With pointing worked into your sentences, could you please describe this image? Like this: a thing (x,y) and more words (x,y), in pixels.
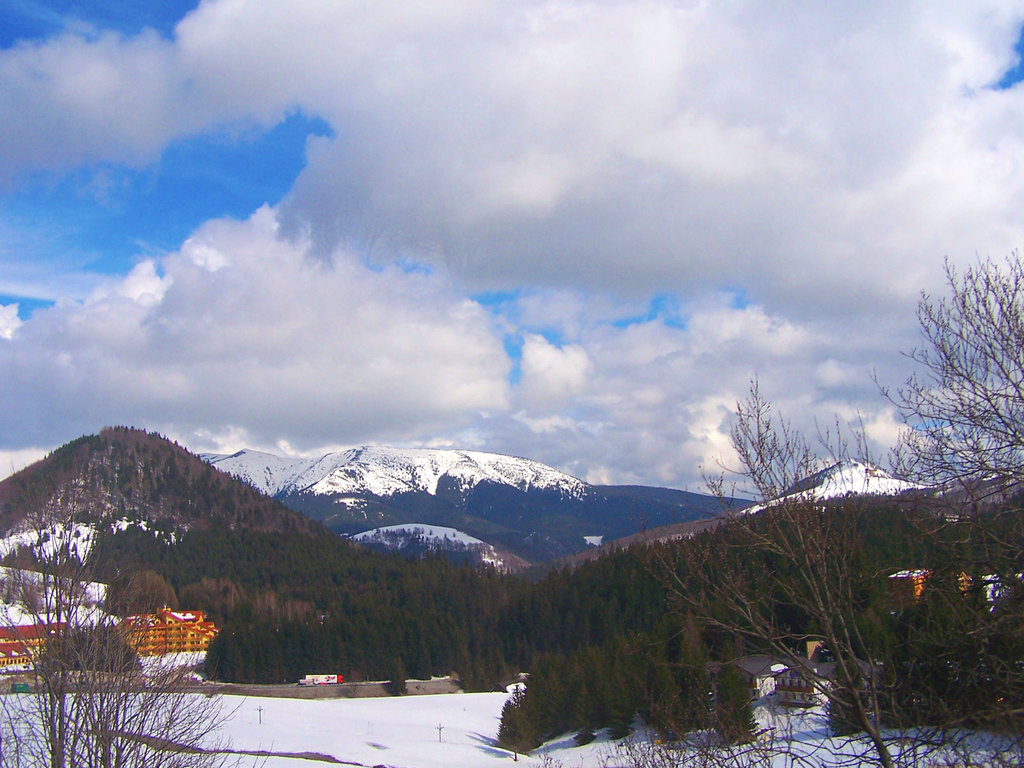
At the bottom of the image (110,684) there are trees (821,619) with branches (109,642). Behind them on the ground (355,731) there is snow (495,720) and also there are trees (863,619). In between them there are few buildings (153,643). In the background (396,466) there are hills (459,516) and also there are mountains (462,454) covered with snow (250,460). At the top of the image (400,196) there is sky (589,217) with clouds (208,287).
